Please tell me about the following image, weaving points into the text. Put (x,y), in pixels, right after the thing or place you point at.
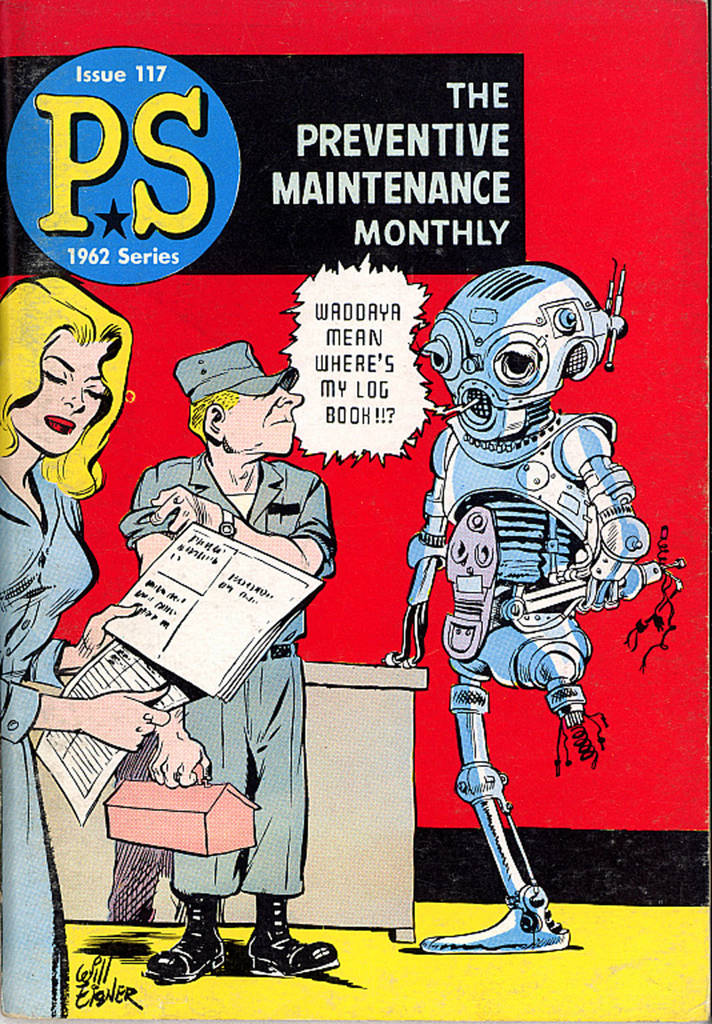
In this picture we can see a poster (108,496), on which we can see some images (126,612) looks like a person (77,568) and we can see some text (146,248).
